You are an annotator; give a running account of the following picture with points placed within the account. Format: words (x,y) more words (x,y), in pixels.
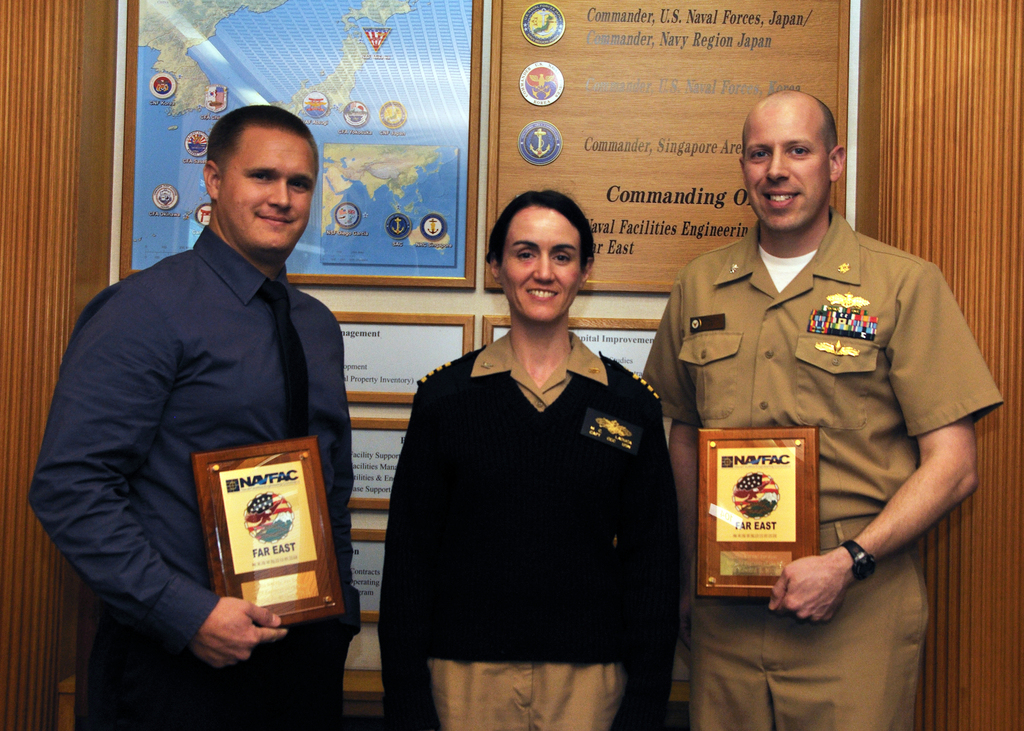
In the center of the image (514,353) a lady (512,384) is standing and wearing a coat (525,482). On the left (321,444) and right side of the image (809,352) two mans (257,416) are standing and holding award (275,474). In the background of the image (352,413) we can see boards (431,152), wall (61,127).
